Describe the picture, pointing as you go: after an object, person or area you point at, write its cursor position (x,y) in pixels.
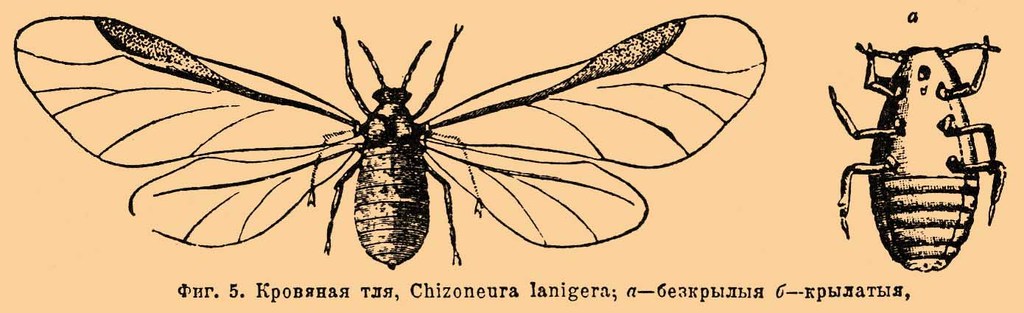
In this image, we can see a drawing (536,119) of insects (520,131).
